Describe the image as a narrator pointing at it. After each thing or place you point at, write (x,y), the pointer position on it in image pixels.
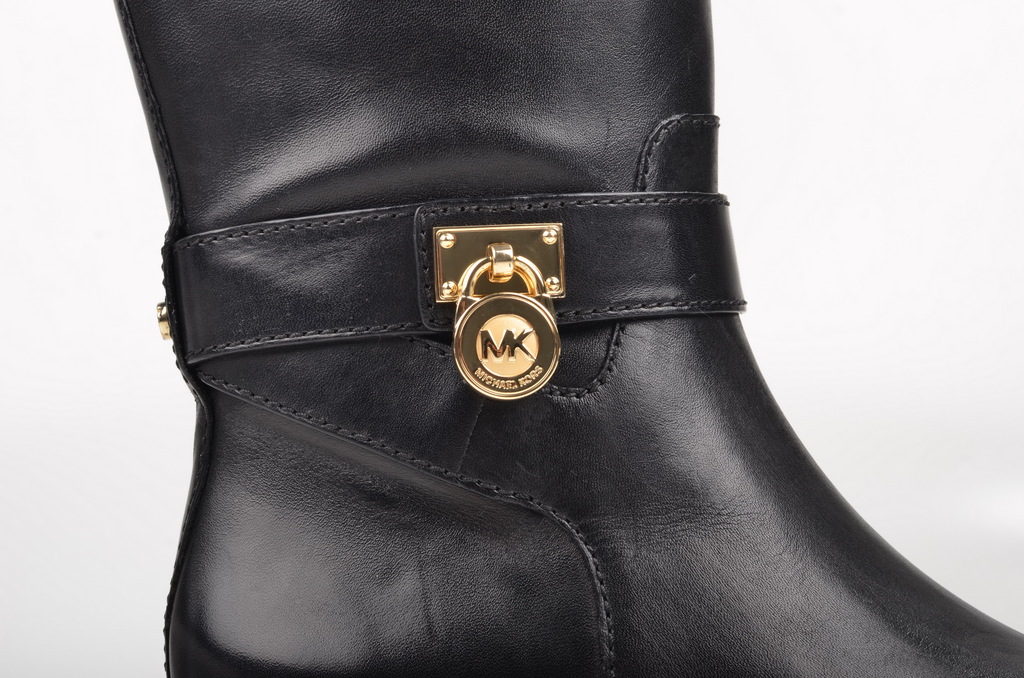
In this image I can see a black colour thing (610,229) and I can see a golden colour thing (529,395) over here. I can also see a logo (504,354) and here I can see something is written on this. I can also see white colour in the background (97,522).
